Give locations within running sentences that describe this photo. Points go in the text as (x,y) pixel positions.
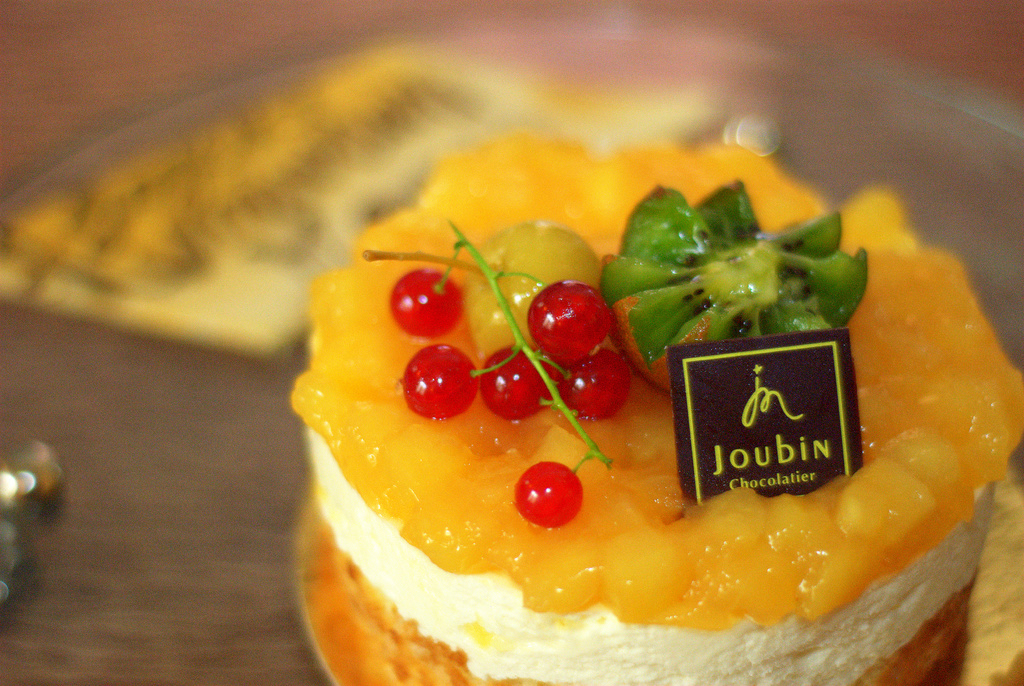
In this picture we can see few cherries (575,348) and other fruits (651,286) on the cake (869,417), and also we can see blurry background (160,20).
